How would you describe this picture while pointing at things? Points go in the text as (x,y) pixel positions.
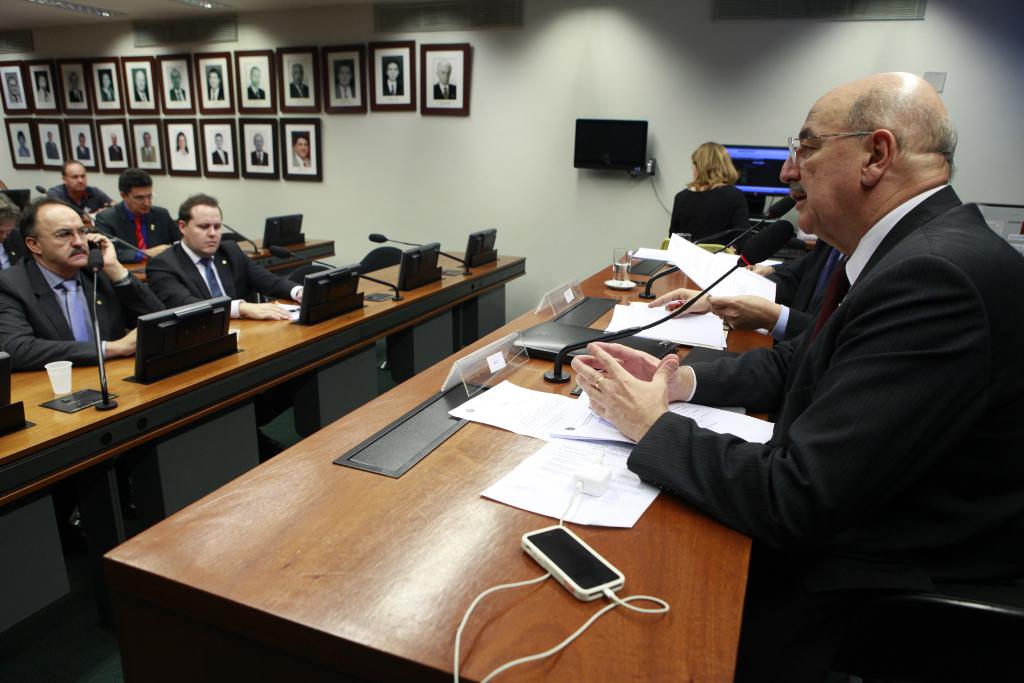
This picture shows a group of people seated on the chairs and we see a man (811,135) seated and speaking with the help of a microphone (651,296) on the table (385,631) and we see few photo frames (263,129) on the wall (511,121).
